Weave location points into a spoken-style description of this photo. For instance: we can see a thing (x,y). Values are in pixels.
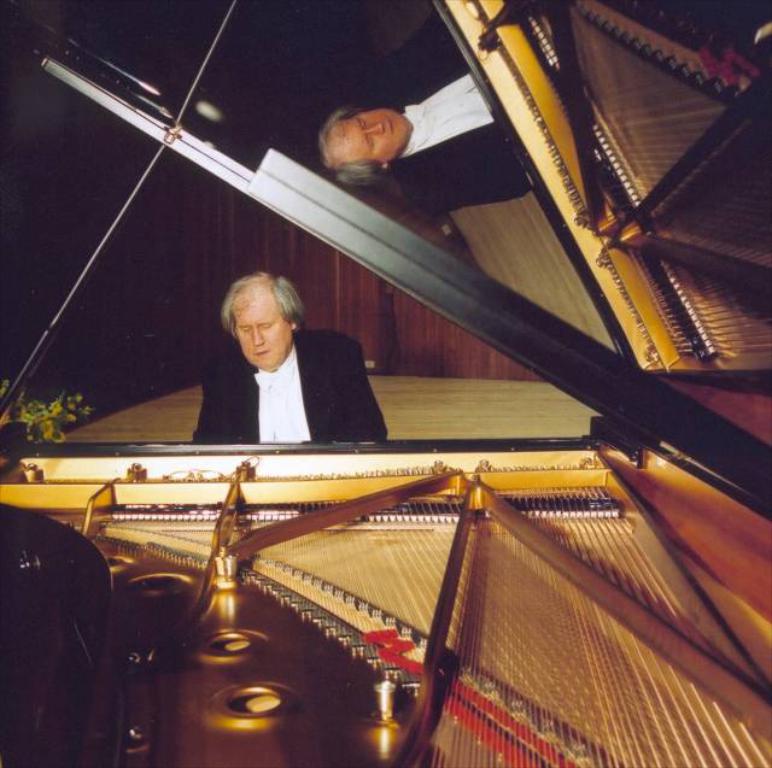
A man (254,377) is playing a piano (188,461).
